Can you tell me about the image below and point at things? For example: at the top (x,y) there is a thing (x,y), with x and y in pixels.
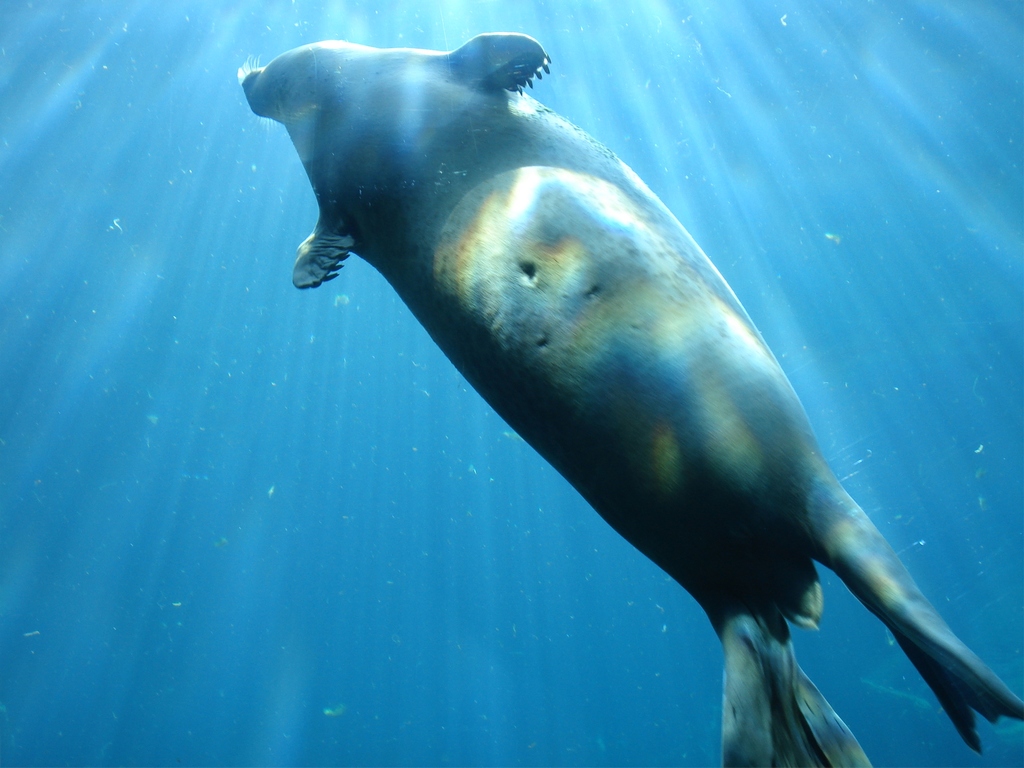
In this picture we can see a seal (709,365) in the water (627,618).
